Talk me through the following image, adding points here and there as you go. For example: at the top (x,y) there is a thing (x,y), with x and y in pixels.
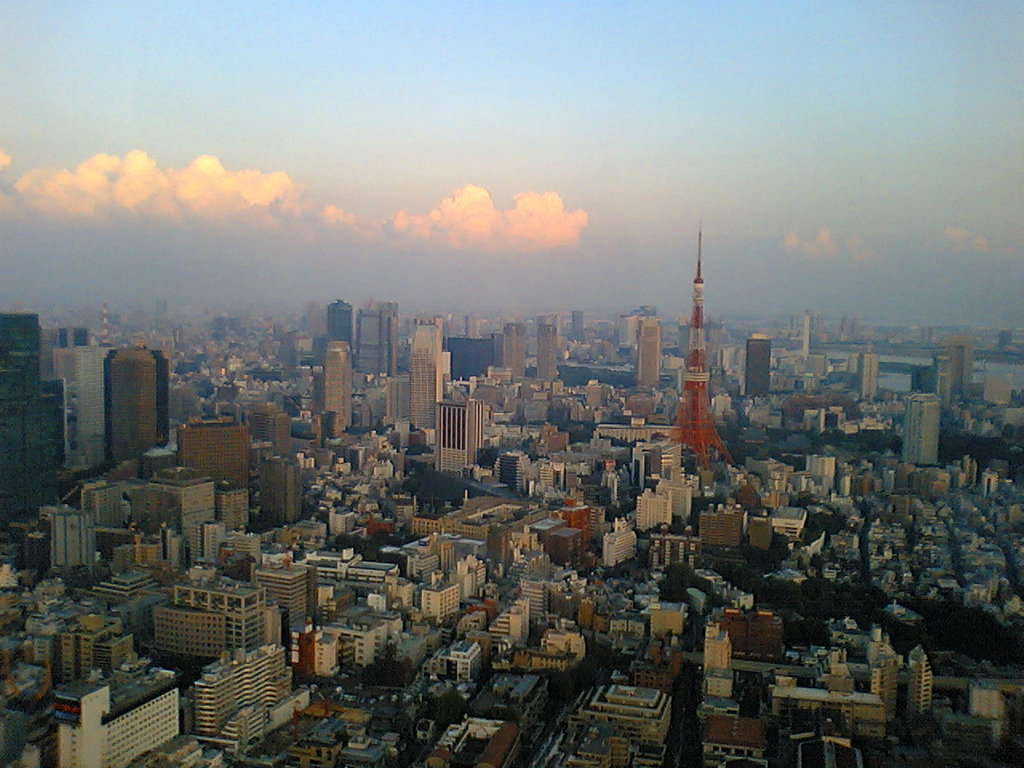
In the picture there are buildings (728,486), there are trees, there is a hazy sky (669,49).
